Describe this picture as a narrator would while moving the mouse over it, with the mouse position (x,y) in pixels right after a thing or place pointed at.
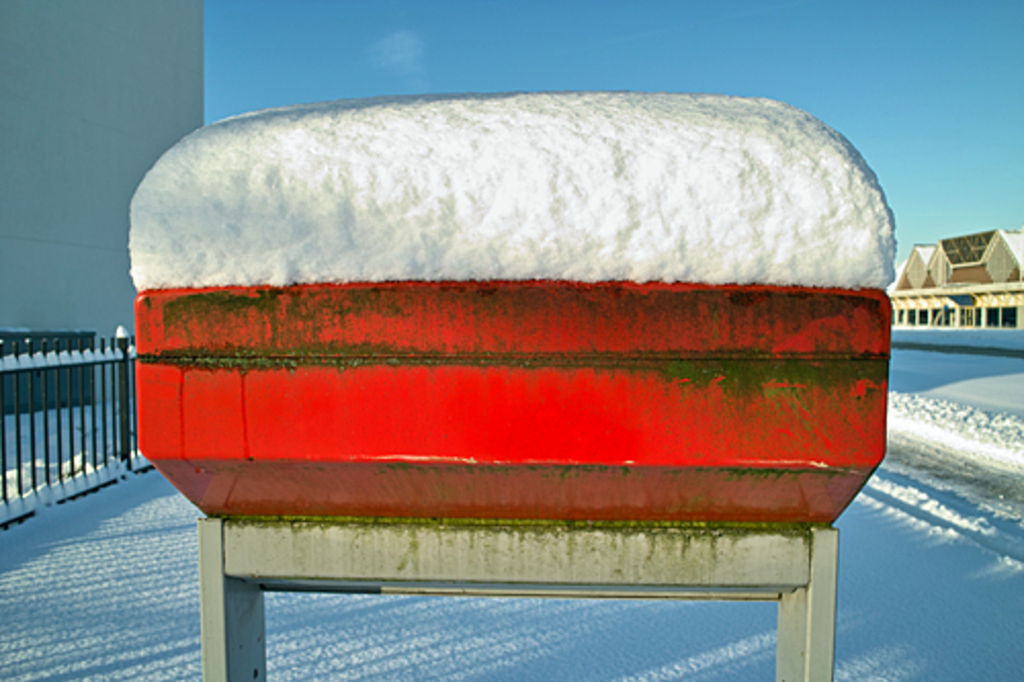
In this picture I can see a railing (126,402) on the left side (94,421). In the middle (441,329) it looks like a table (505,461), there is the snow (520,265). On the right side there are houses (916,289), at the top (493,50) there is the sky (591,87).
